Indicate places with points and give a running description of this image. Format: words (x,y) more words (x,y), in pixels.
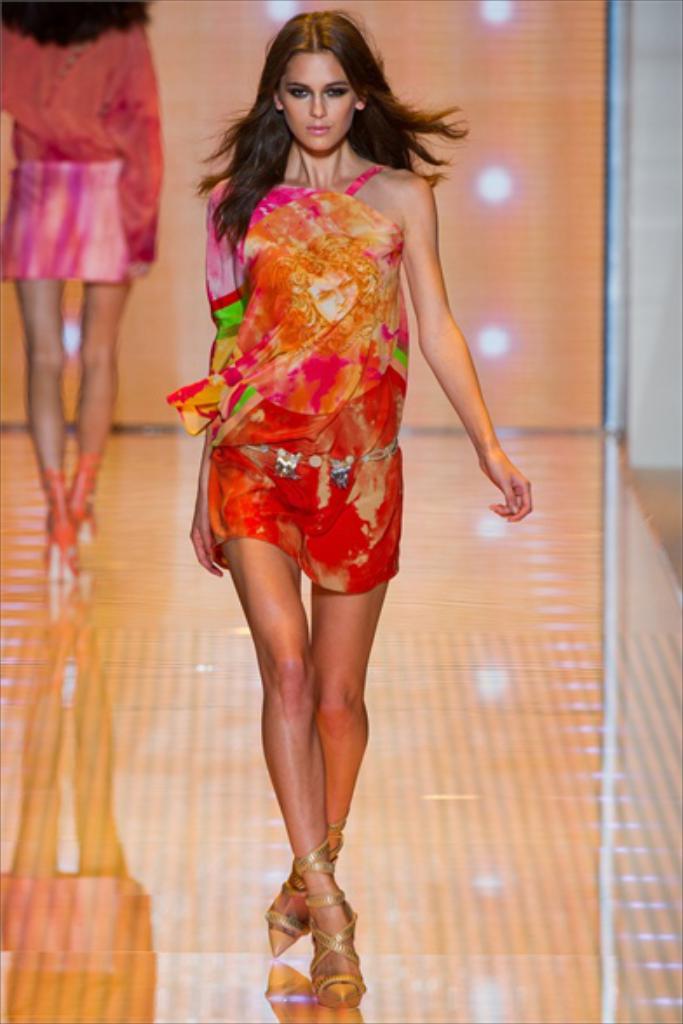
In this picture there is a woman (260,451) who is wearing red dress (271,345) and shoe (322,952). She is doing a ramp walk. On the left (35,140) there is another woman (129,233) who is wearing pink dress (112,185) and shoe (59,546). She is also doing a ramp walk. In the background (521,247) we can see the lights (490,6) on the wall (585,299).
